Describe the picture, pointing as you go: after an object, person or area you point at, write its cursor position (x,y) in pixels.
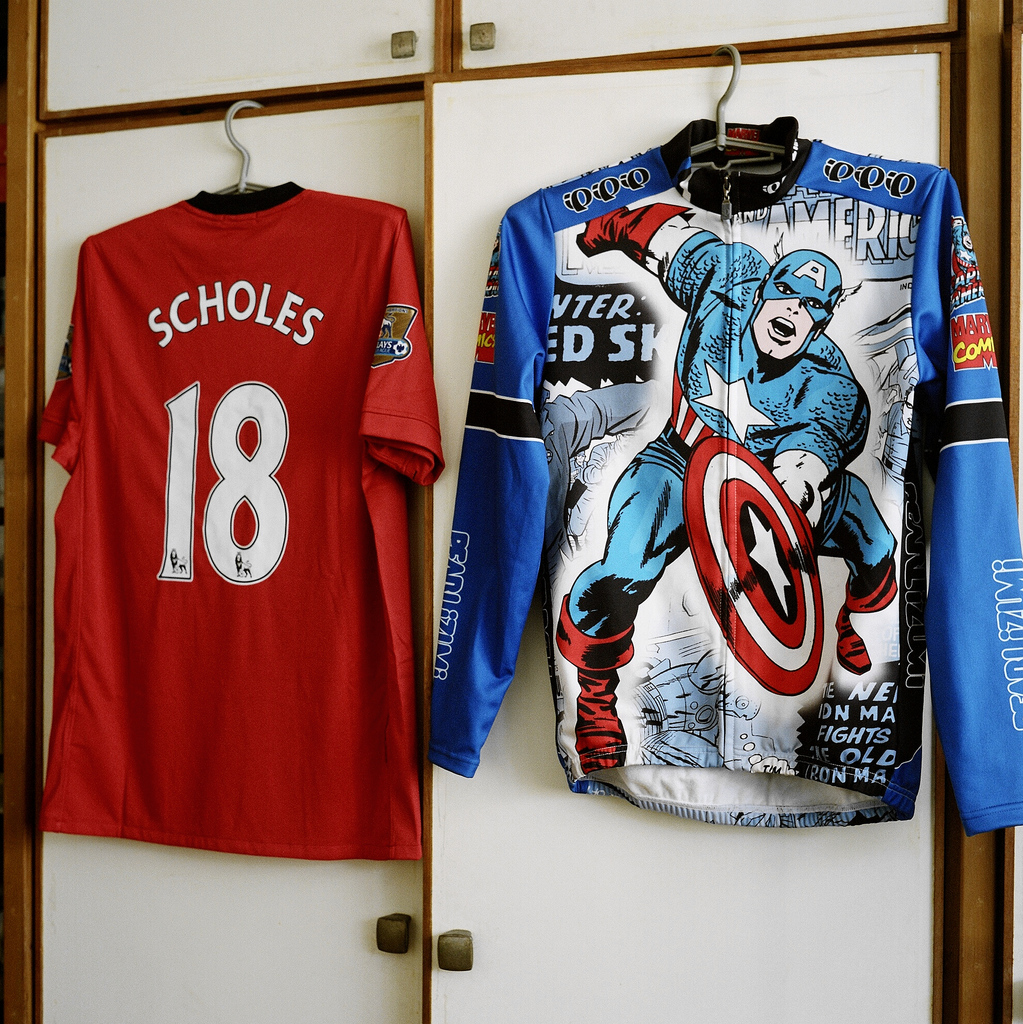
In the picture we can see a cupboard (932,117) with two door (805,941) and two T-shirts (162,723) are hanged to it, one is red in color and one is blue in color with some cartoon paintings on it.
